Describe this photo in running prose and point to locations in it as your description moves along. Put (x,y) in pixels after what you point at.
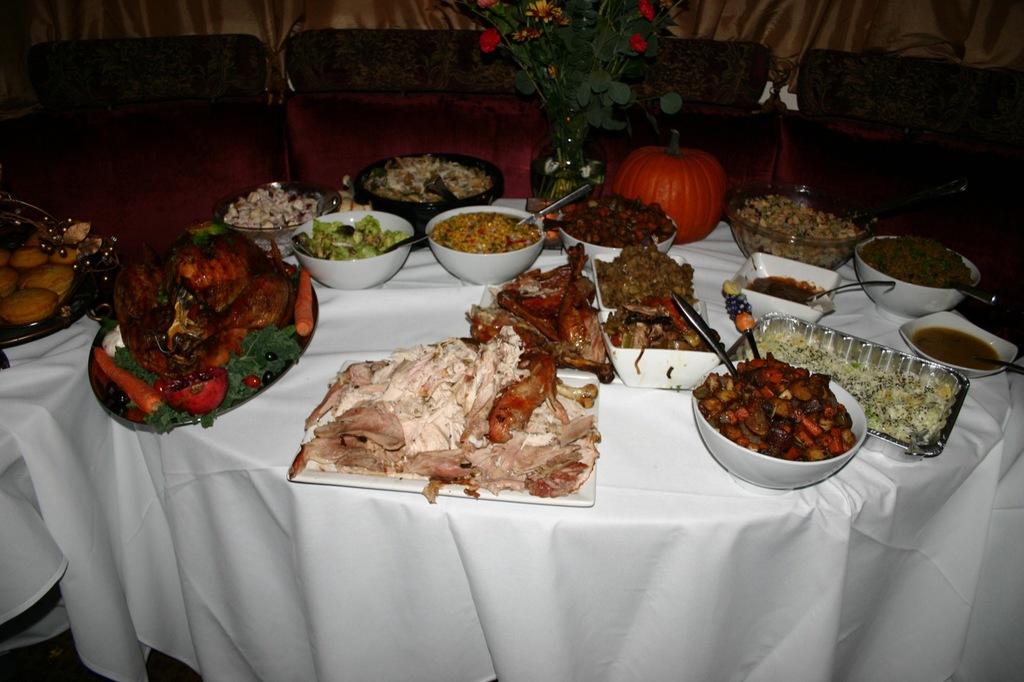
In the foreground of this image (800,463), there are food items (368,403) on the platters (495,382), bowls (690,304) and trays (901,404) on the tables (640,501). We can also see a flower vase (577,49) and a pumpkin (693,203) on the table (429,304). At the top (528,103), there are couches (861,118) and the curtain (795,28).
